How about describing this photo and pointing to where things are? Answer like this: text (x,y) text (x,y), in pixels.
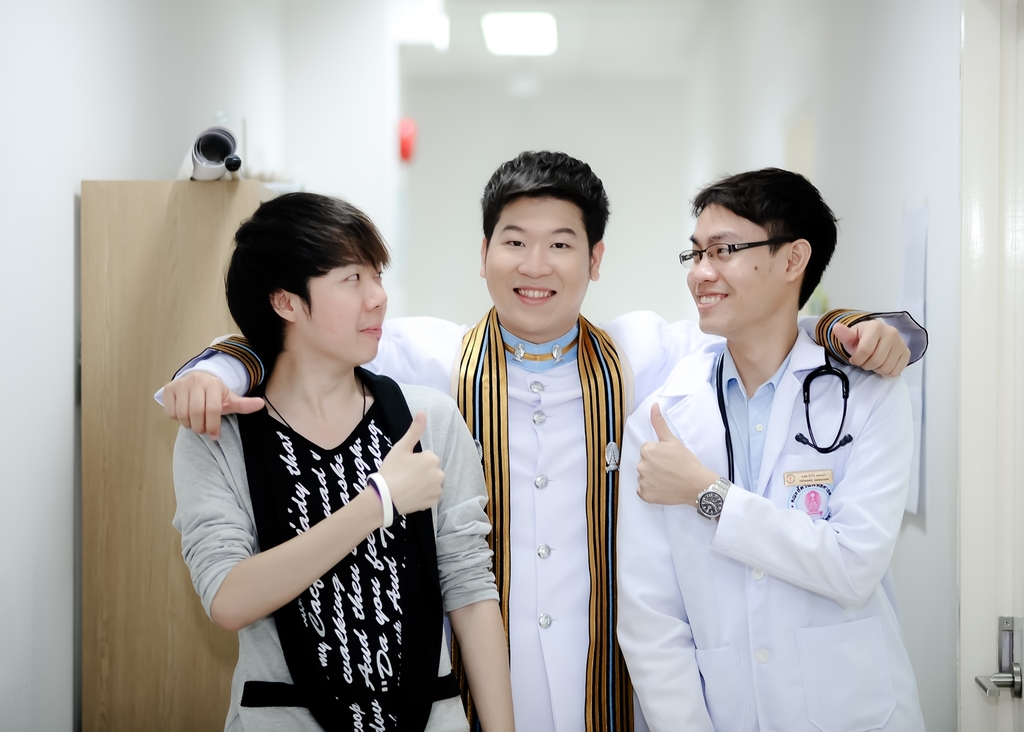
In this image we can see three people (561,456) standing in a room (895,130), there is a wooden object (154,518) looks like a cupboard (148,259) and there are few objects (214,162) on it and a light (527,26) to the ceiling (608,35) in the background (193,226) and a door (1009,391) with handle (994,681) on the right side (1000,677).
